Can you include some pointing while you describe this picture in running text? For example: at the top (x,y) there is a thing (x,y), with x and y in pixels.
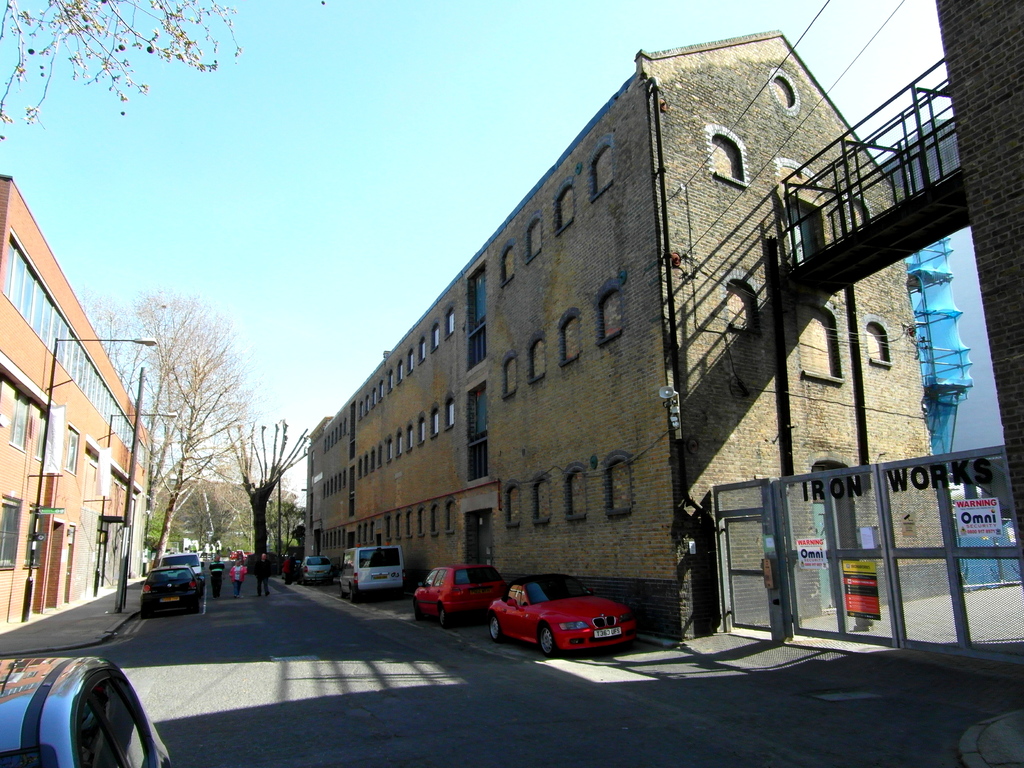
In the foreground of this image (335,688), there is a road (358,608) and few vehicles (174,594) are parked a side to the road (527,684). In the background (429,353), there are buildings (135,518), trees (151,505), poles (129,531), gate (902,572) and the sky (305,181).
